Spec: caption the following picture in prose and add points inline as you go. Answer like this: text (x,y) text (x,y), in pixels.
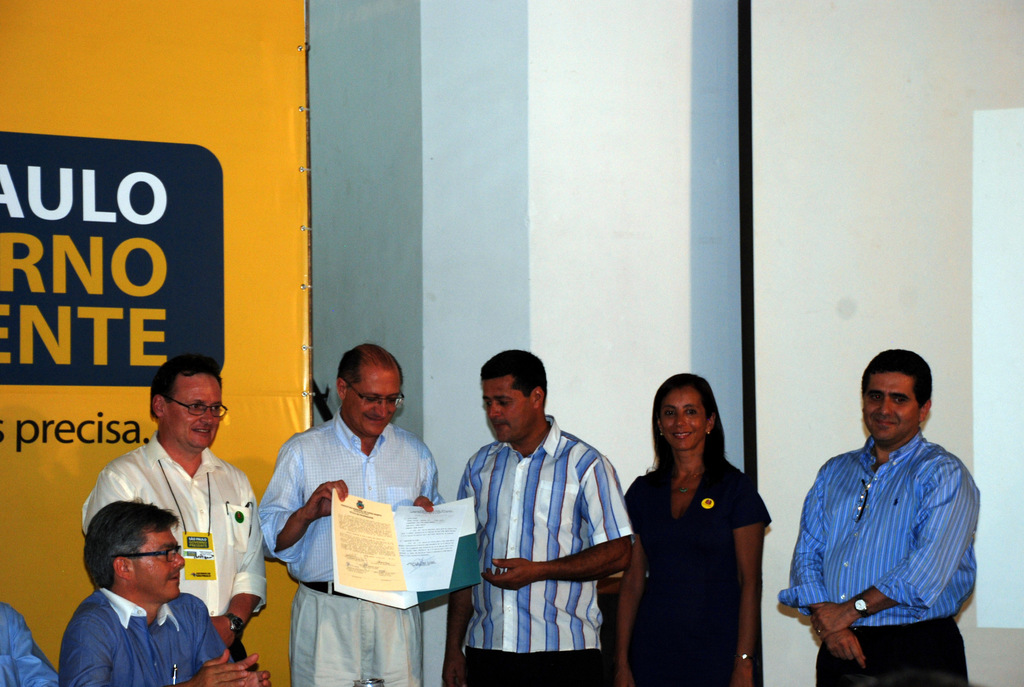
In this image I can see few persons (517,542) are standing and I can see one of them is holding file (465,542) with papers (419,530) in it. I can see few (182,610) are sitting to the left bottom of the image (111,634). In the background (840,167) I can see the white colored wall (855,212) and a banner (221,149) which is yellow, white and blue in color.
